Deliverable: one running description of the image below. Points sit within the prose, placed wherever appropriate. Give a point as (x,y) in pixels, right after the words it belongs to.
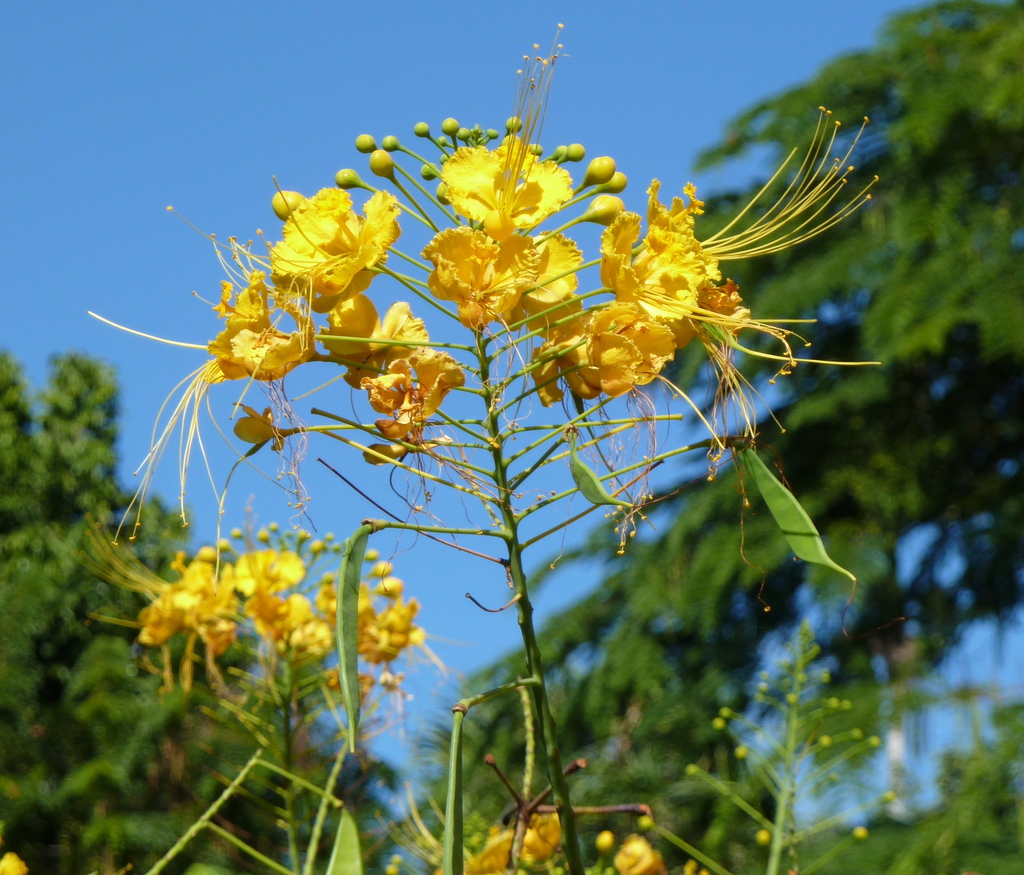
In this image I can see there are flowers (473,239), buds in yellow color and there are trees (276,709) on either side of this image. At the top (293,146) it is the sky (253,209).
